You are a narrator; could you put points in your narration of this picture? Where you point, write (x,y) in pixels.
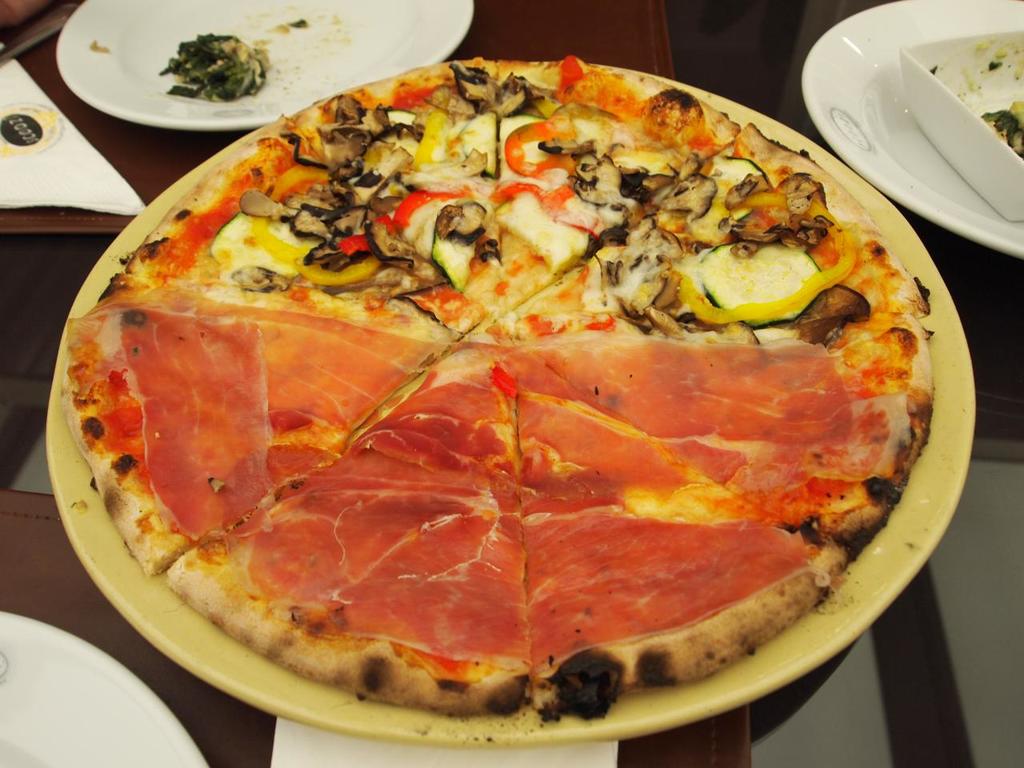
In this picture we can see a table (978,377) there are some plates (246,38), tissue papers (50,185) present on the table (918,705), we can see a pizza (622,453) present in this plate (657,703).
